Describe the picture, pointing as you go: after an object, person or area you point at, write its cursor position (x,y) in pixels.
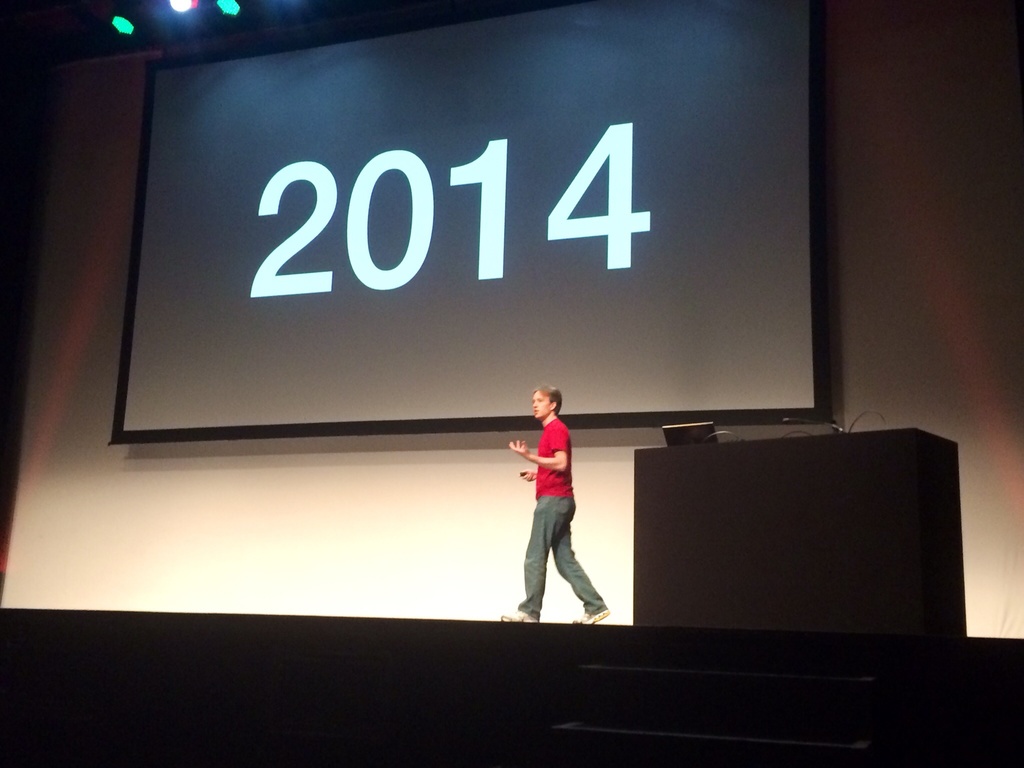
In the picture I can see a person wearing red color T-shirt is walking on the stage (513,637). Here we can see a podium (715,448) where the laptop (668,427) is placed. In the background (722,296), I can see the projector screen (238,262) on which a number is displayed and here I can see show lights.
